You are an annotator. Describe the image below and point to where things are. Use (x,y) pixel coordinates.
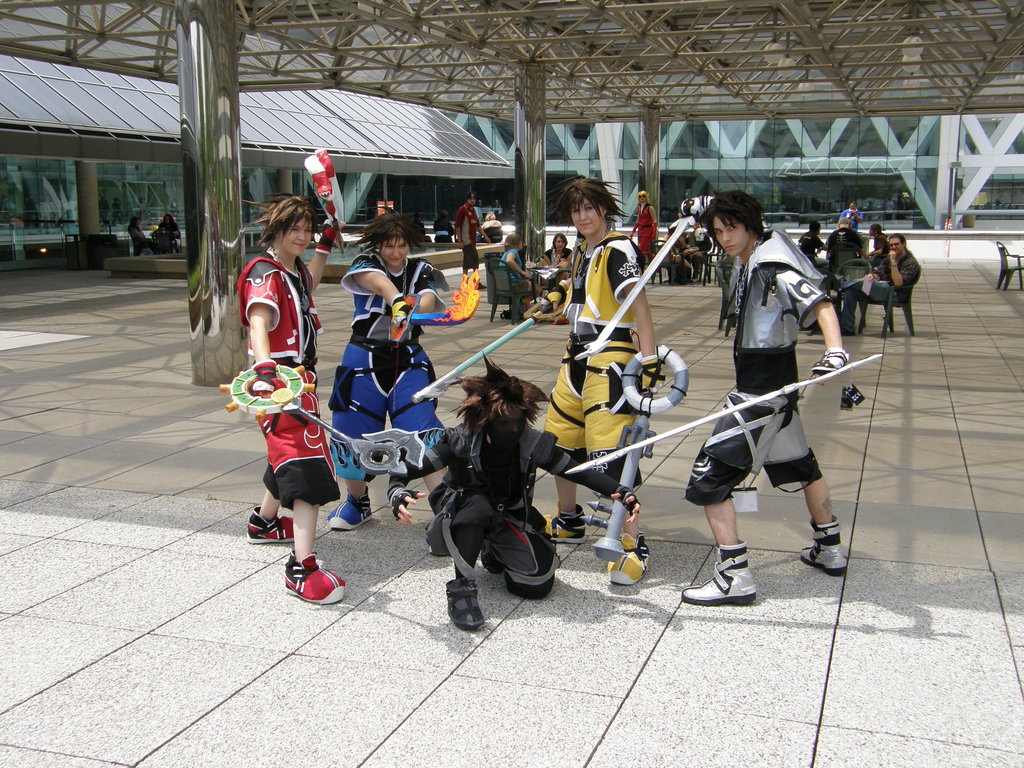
In this picture I can see group of people (589,432) standing and holding some objects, and in the background (642,176) there are three persons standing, there are group of people (878,300) sitting on the chairs (817,260), there are iron rods (790,77), lights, this is looking like a building (936,175) with glass doors (891,209).
